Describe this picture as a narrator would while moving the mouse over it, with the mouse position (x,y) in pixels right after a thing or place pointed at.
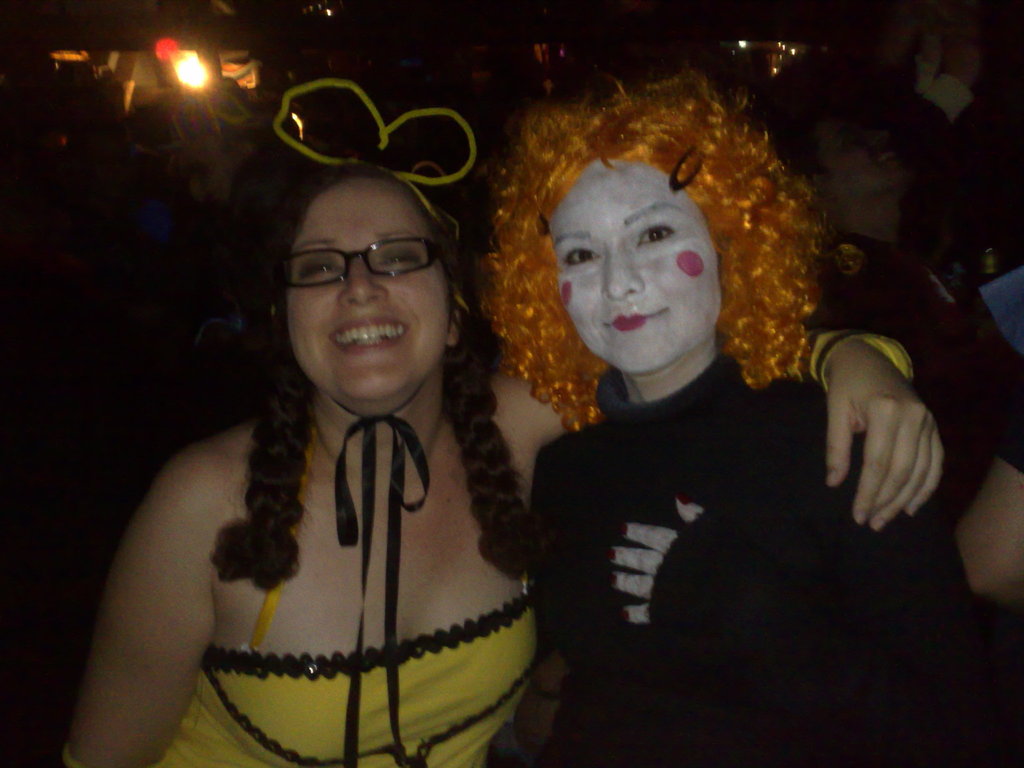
In this image we can see there are two girls (408,538) standing with a smile.
